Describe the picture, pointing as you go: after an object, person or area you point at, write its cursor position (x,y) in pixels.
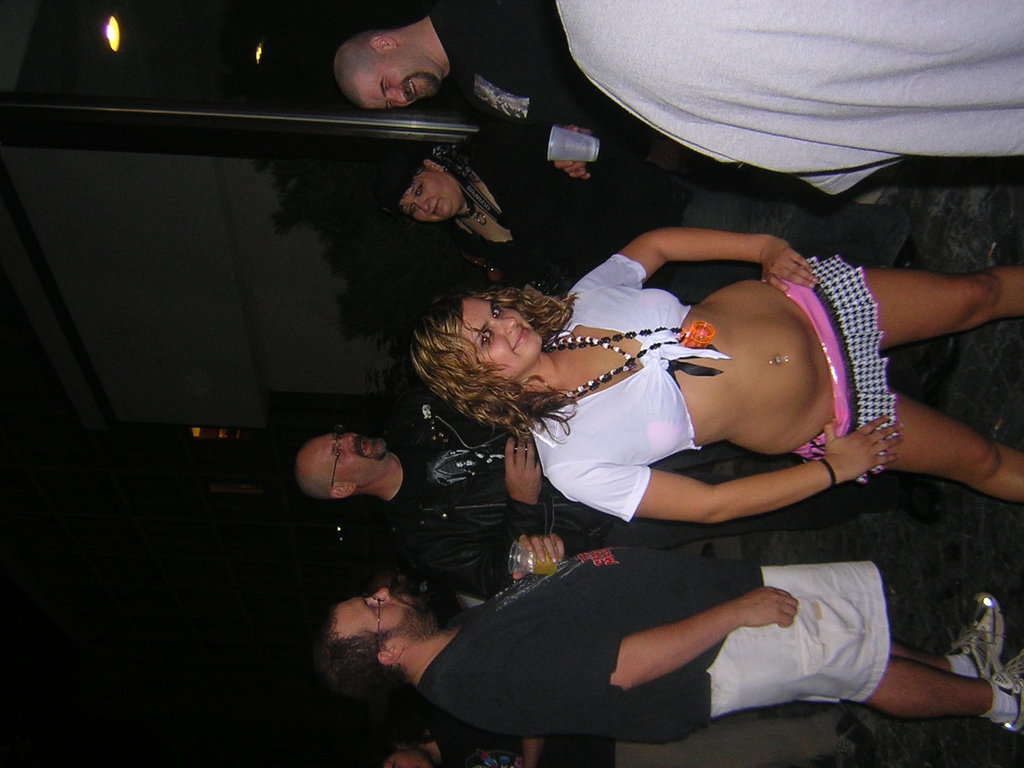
In this image we can see people (580,337) standing and holding glasses (555,135). In the background (243,64) there lights (112,19) and we can see a building (243,571).
